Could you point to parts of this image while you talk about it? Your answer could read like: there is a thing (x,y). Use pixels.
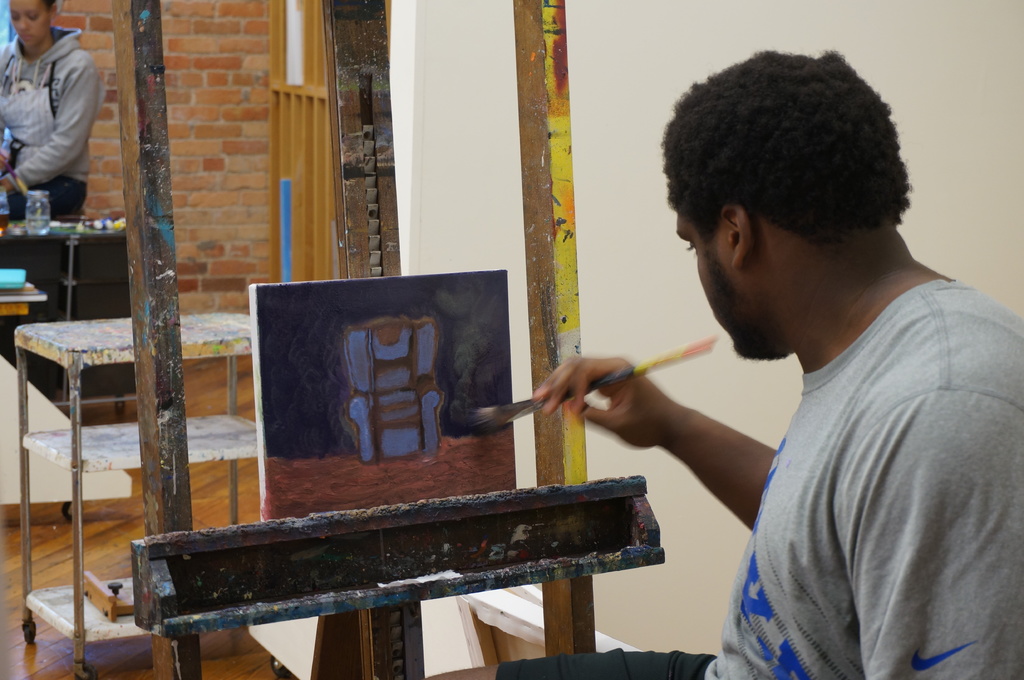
In this picture we can see a man (874,437) on the right side (874,437), he is holding a painting brush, there is a board (386,431) in the middle (415,394), in the background (910,114) we can see table (66,248), a wall (112,191) and another person (50,89), there is a bottle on the table (56,274), on the left side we can see a book (21,290), there is another table (127,445) in the middle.
